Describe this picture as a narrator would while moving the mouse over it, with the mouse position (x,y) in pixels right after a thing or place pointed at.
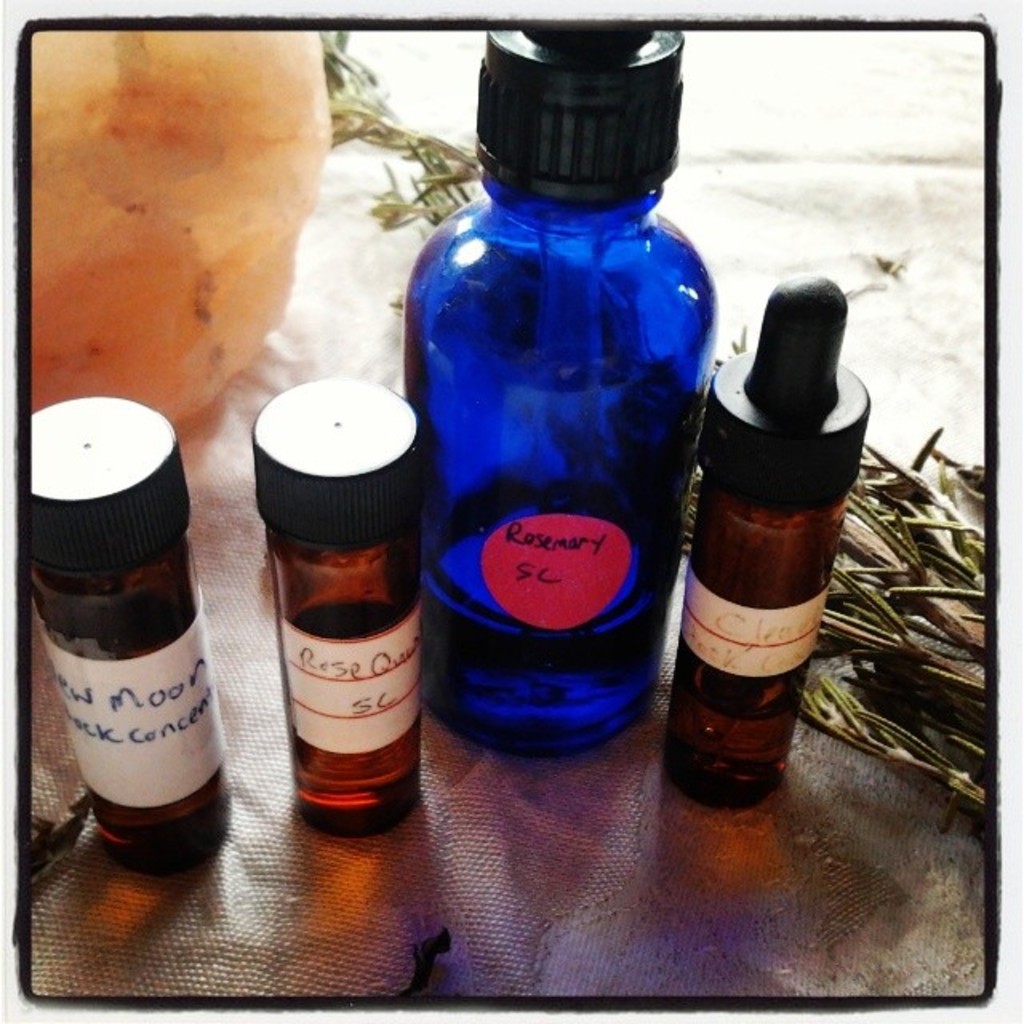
In the picture there are four bottles (530,545) present in the sheet (506,756) there are herbs (426,184) present near the bottle (452,243).
